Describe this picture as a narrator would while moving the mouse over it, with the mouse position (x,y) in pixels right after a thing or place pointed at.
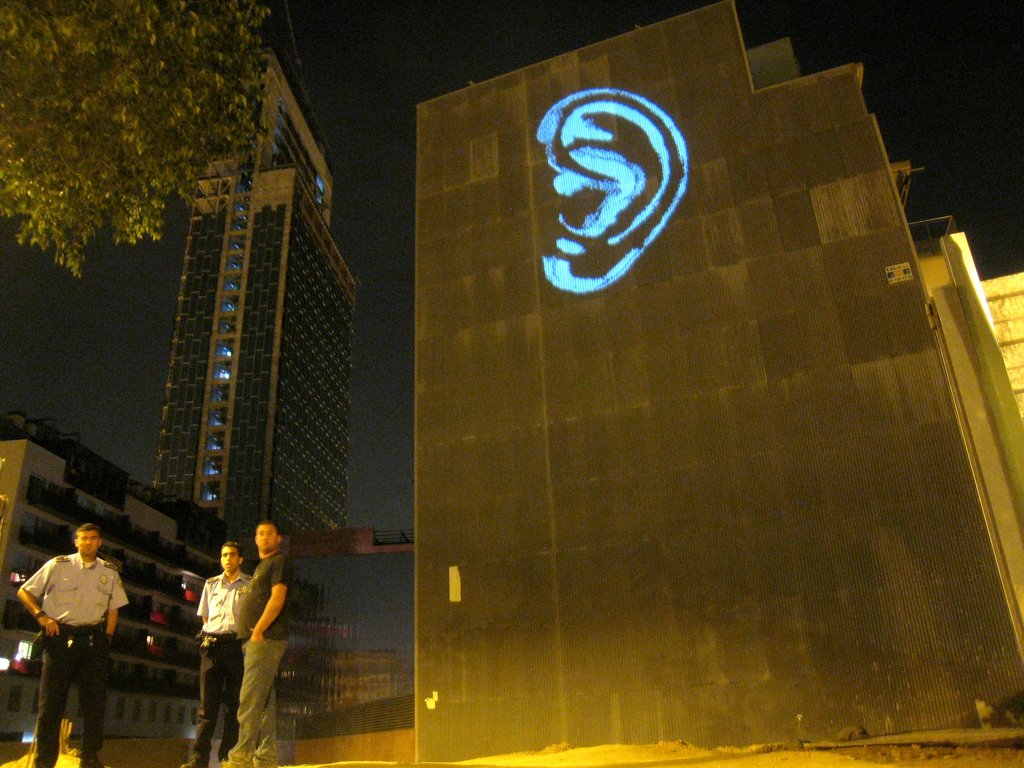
In this image I can see three persons (84,541) standing. In the background (325,403) I can see few buildings (491,545). In front (41,78) I can see the painting (596,117) of the ear (576,150) on the wall (676,269), few trees (247,96) in green color and the sky (349,117) is in black color.
